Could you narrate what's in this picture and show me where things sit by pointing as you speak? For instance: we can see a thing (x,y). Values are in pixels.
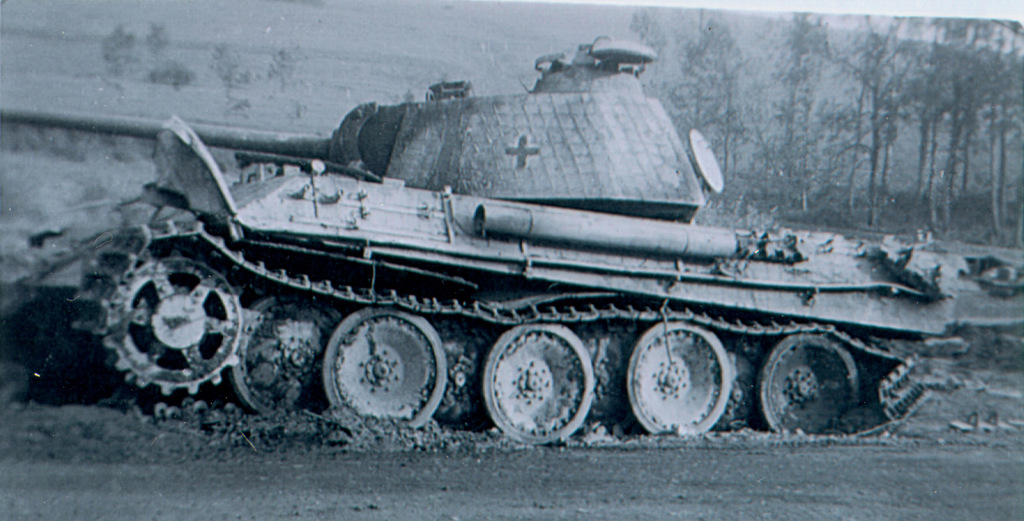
In this image we can see a vehicle (688,178). In the background (821,208) there are trees (834,154).
